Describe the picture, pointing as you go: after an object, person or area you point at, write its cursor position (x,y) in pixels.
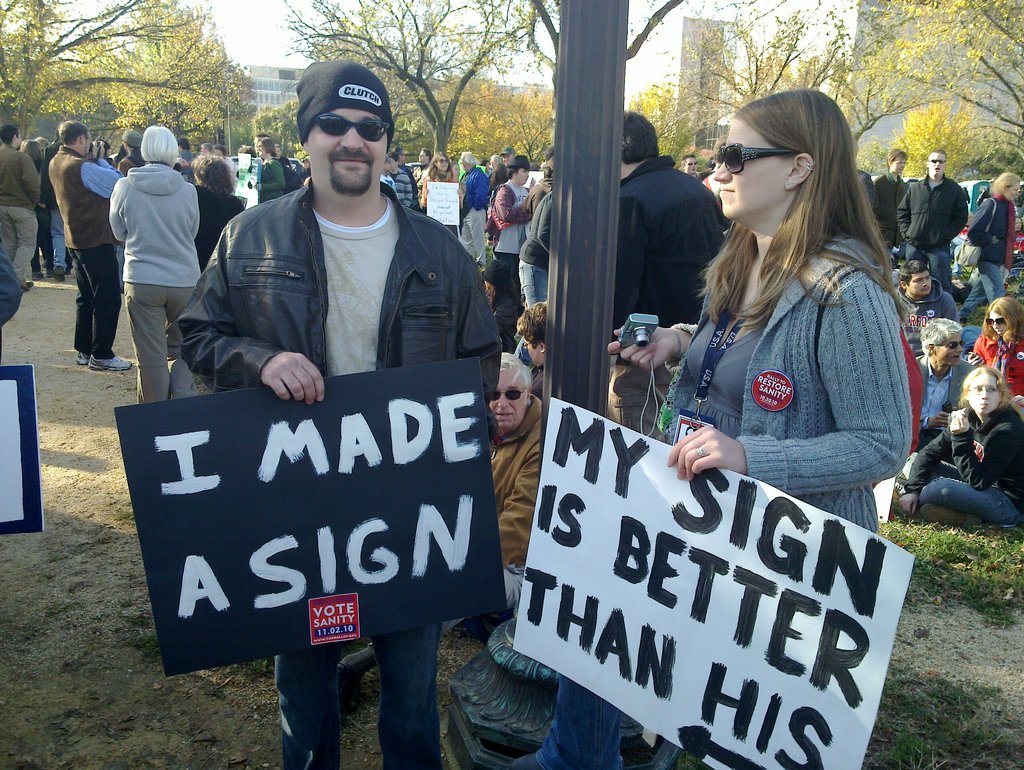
In this image, I can see the man (322,300) and woman (801,453) standing and holding the boards (430,602). This looks like a pole (547,391). I can see groups of people (64,195) standing and few people (922,446) sitting. This is the grass (929,542). These are the trees (494,116) with branches (723,114) and leaves (909,111). In the background (270,77), I can see the buildings (283,76).
